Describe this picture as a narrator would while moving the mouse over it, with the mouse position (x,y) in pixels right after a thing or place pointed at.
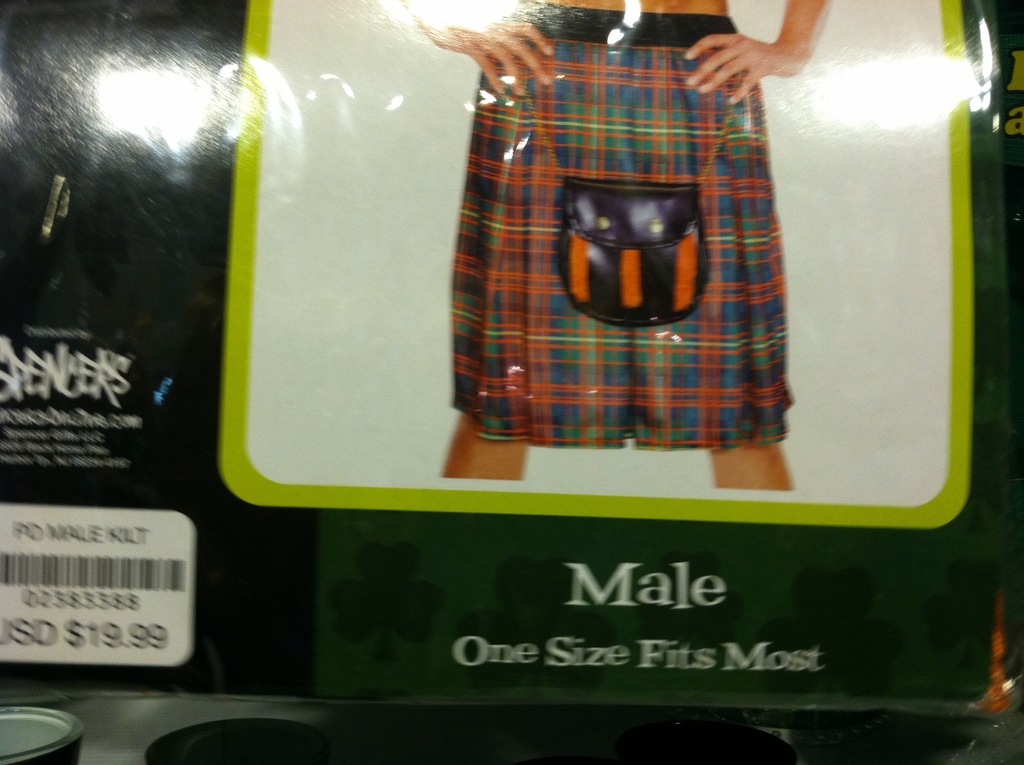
In this image I can see a black colour thing (86,302) and on it I can see something is written. I can also see a picture (516,42) of a person (688,349) with a black bag (634,261) on it. I can also see this image is little bit blurry.
